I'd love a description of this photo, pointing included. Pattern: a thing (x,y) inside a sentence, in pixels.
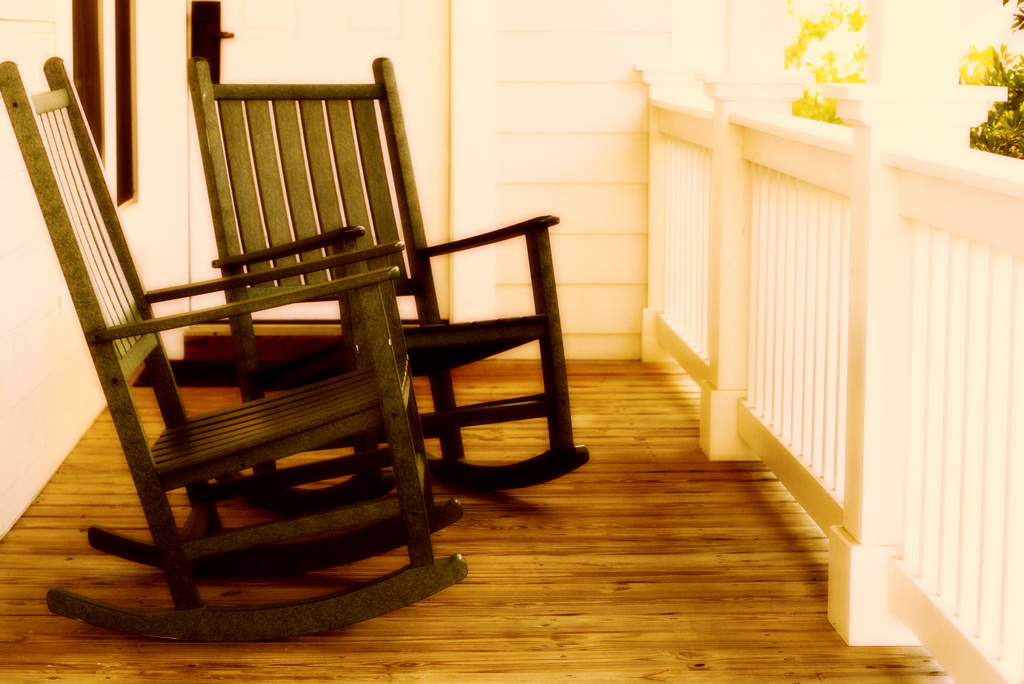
This image consists of two chairs (348,176) made up of wood (376,495). At the bottom (625,640), there is a floor (642,602). On the right (739,226), there is a fencing (836,223) in white color. In the background (555,172), we can see a wall (660,19) along with windows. On the right (809,87), there are trees (1006,106).
